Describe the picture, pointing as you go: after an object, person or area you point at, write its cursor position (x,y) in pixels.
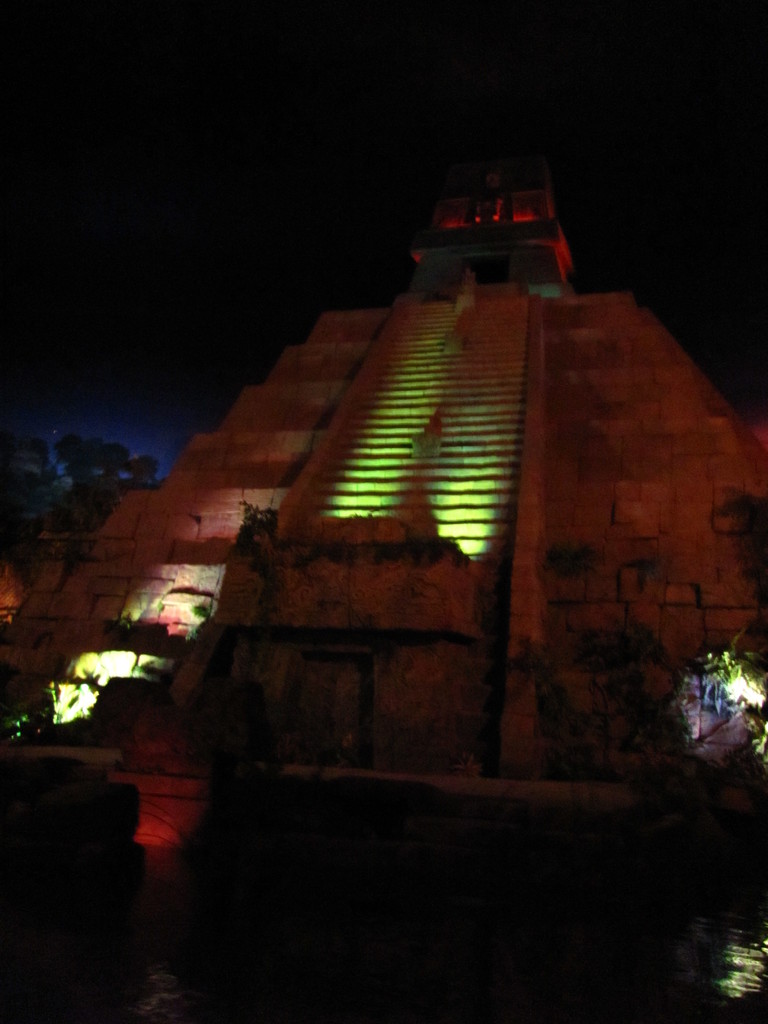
In the foreground (386,680) I can see water (492,936), pillar (207,830), lights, trees (668,730), steps (495,538) and a building (592,532). In the background (367,263) I can see the sky (403,271). This image is taken may be during night.
